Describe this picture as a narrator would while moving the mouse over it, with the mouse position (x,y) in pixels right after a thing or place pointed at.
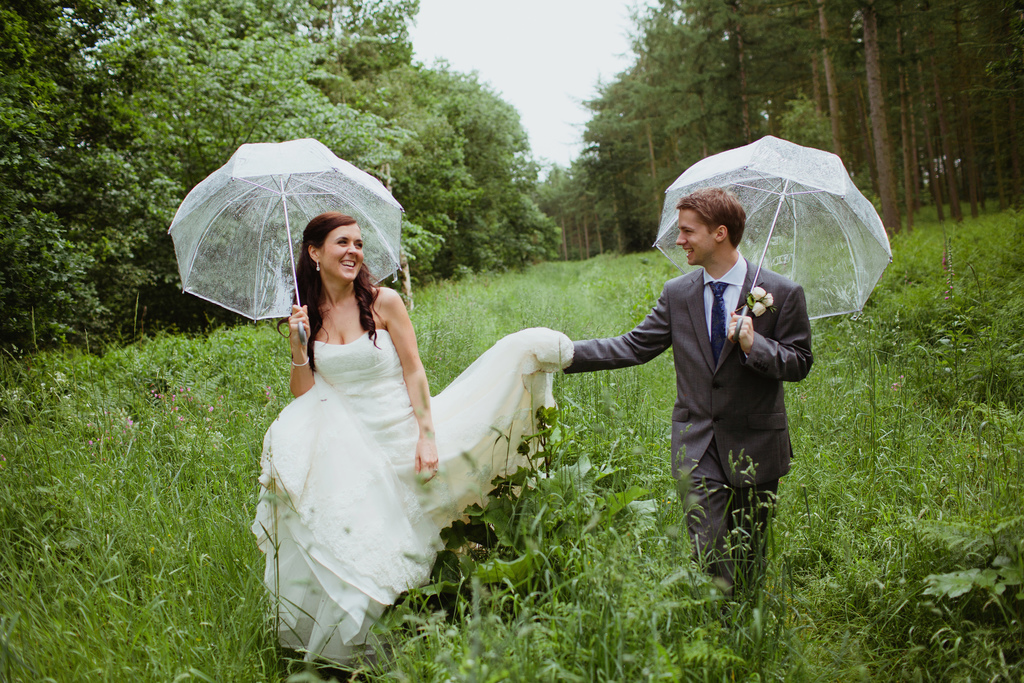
In this picture we can see a man (732,304) and woman (506,349), they are holding an umbrella (768,184) and they both are smiling, in the background (467,172) we can see plants (795,399) and trees (653,126).
